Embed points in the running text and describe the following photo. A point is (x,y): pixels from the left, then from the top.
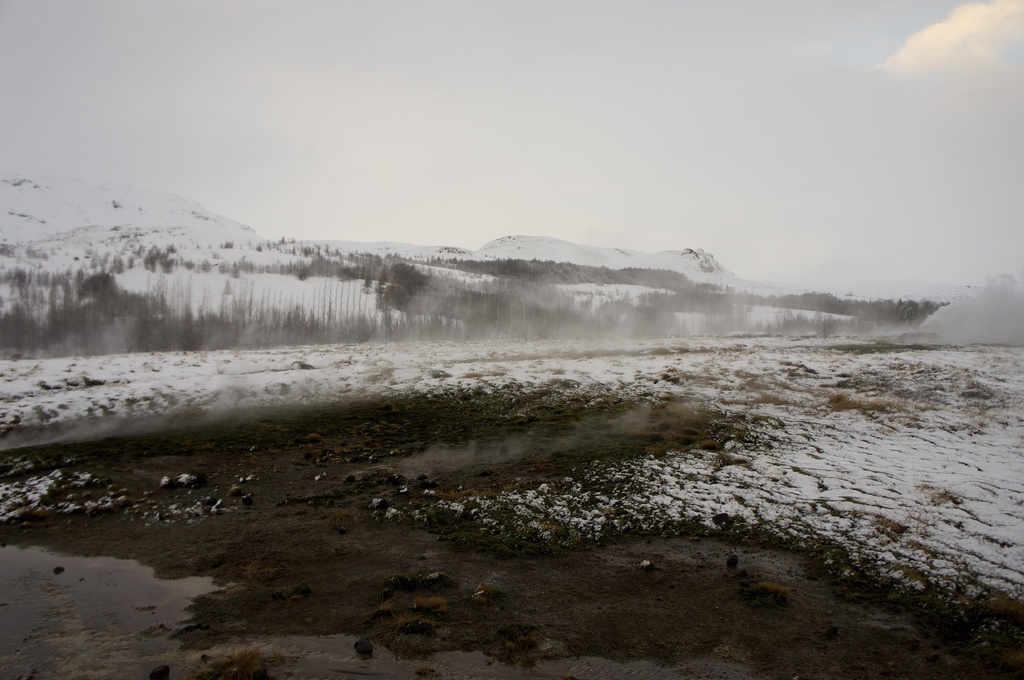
This is a colour image. In this image we can see sky (536,111) with clouds (564,162), mountains (531,300), trees (583,323) and ground (602,491) covered with snow (854,385).
